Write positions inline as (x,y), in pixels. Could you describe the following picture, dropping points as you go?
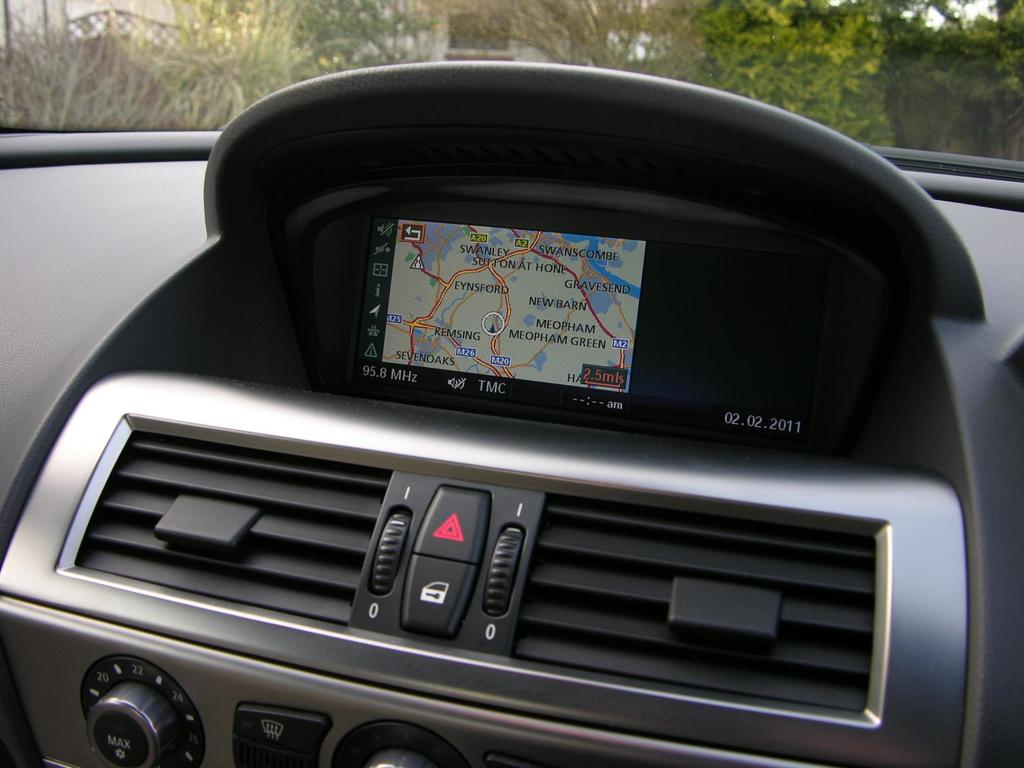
In this image we can see an inside of a car (355,483). There are many trees (1011,65) in the image. We can see a digital screen (515,345), tuners (139,753), etc. in the car (368,680).
